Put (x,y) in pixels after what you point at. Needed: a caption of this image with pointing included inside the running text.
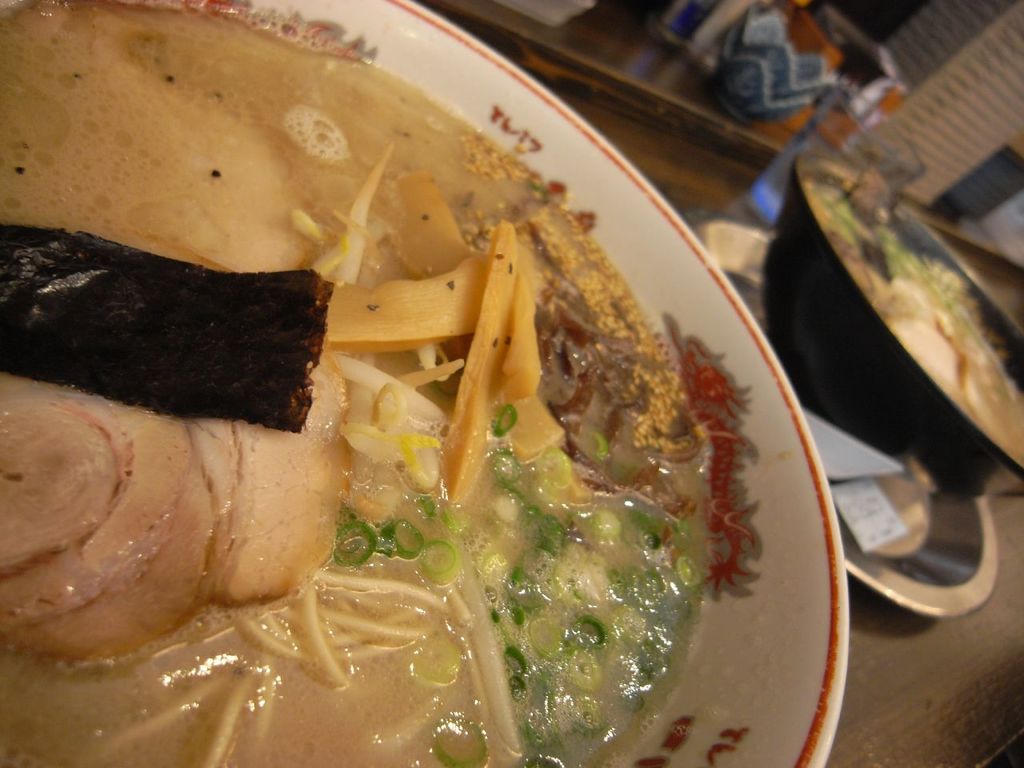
In this image, there are food items (949,319) in the bowls (844,371). I can see a glass (822,119), plate (929,527) and few other objects (739,108) on the table (1001,601).
